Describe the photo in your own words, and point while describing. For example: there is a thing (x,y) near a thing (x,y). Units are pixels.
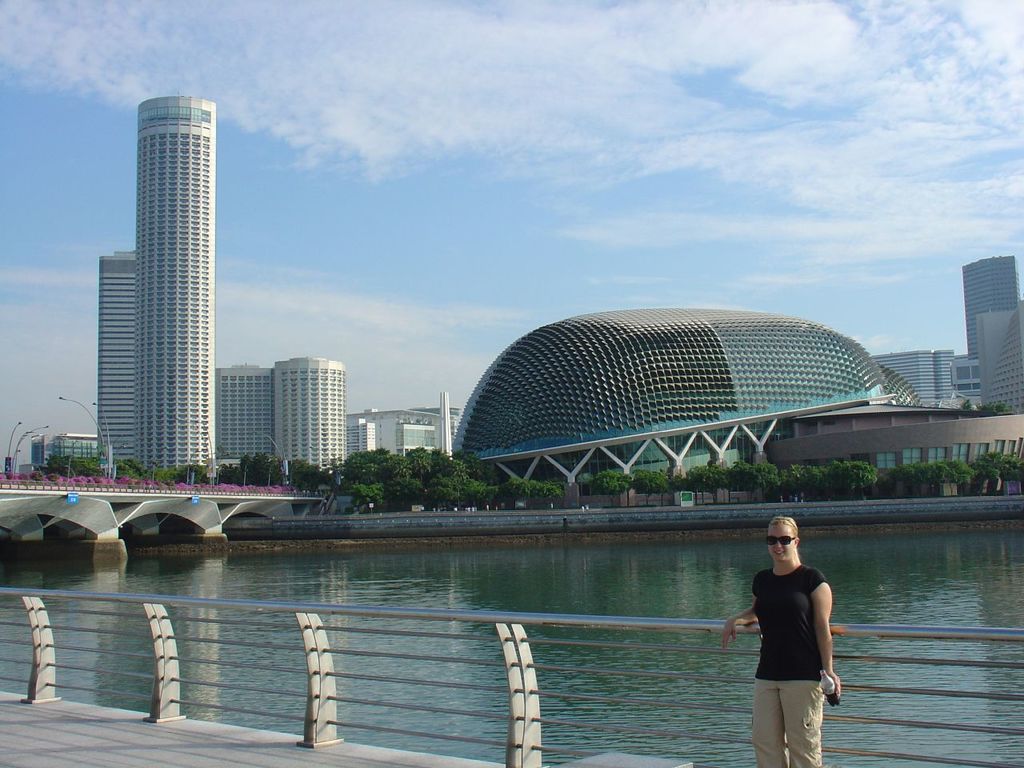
In this image we can see a person (800,625) wearing goggles (782,538). And the person (813,665) is holding a bottle (828,684). Near to the person (791,682) there is a railing (310,648). Also there is water (424,571). On the left side (85,506) there is a bridge (125,510). In the background (313,469) there are trees (642,482), buildings (228,426), light poles (97,419) and sky (409,179) with clouds (628,133).
